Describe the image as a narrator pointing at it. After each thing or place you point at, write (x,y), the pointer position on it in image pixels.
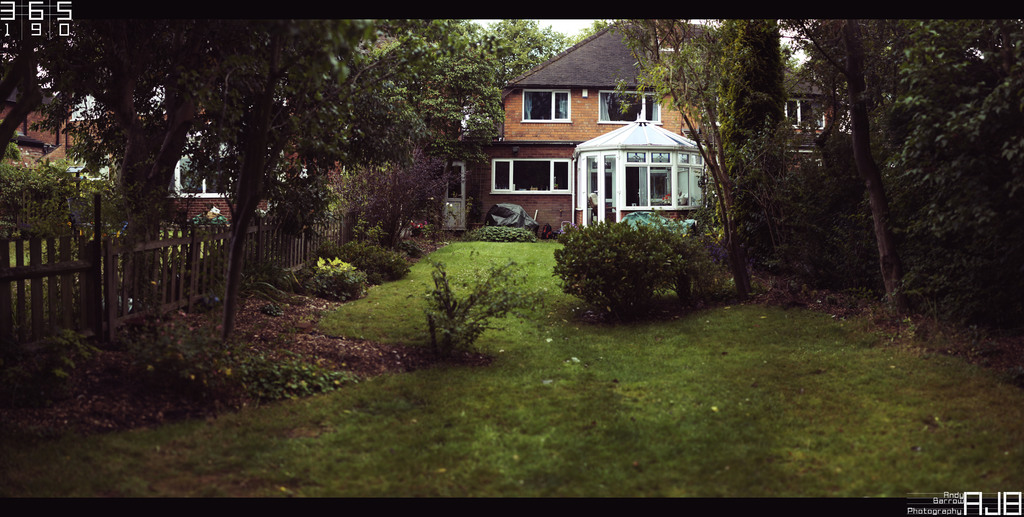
In the center of the image (521,178) we can see buildings (542,122) with windows (632,121), door (608,187), roofs (682,136). The two covers (660,215) are placed on the ground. On the left side of the image (273,255) we can see a fence (20,295). In the background (459,50), we can see grass (970,377), a group of trees (384,86), plants (679,239), the sky (565,22) and some text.
